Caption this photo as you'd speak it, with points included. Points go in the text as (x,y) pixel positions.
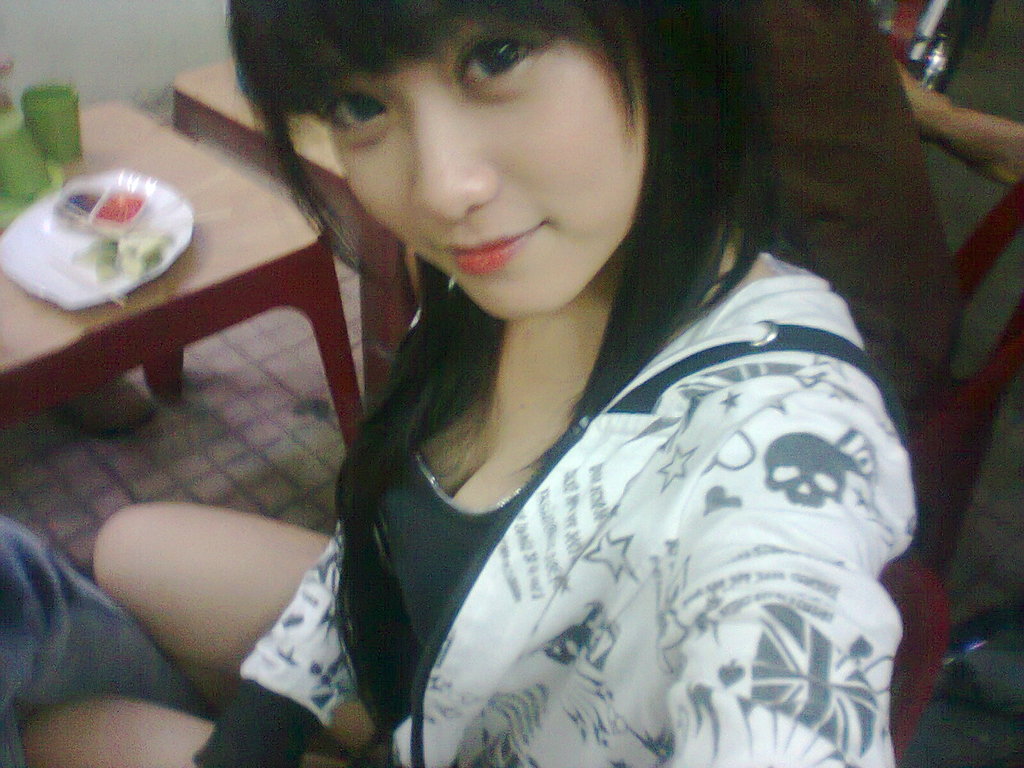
In the picture I can see a woman (458,639) wearing white color jacket (521,639) is sitting on the chair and smiling. The background of the image (15,383) is blurred, where we can see some objects (142,232) are placed on the table (179,333) and we can see another person (953,122).
